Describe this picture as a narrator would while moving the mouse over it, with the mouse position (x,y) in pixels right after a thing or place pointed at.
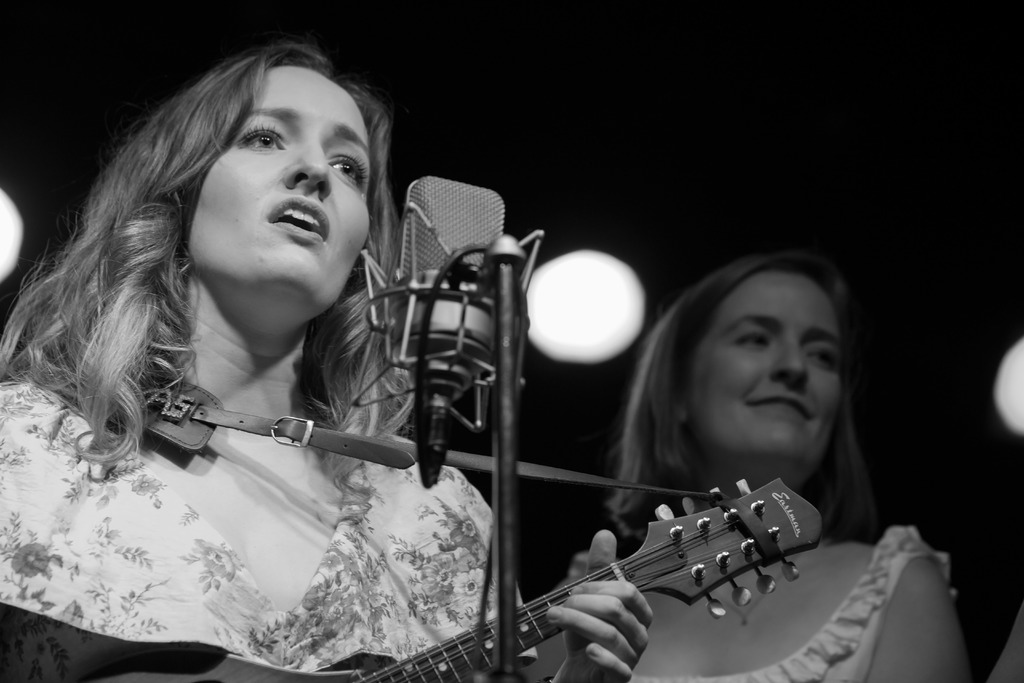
In the picture we can find two women (80,331), one woman (6,514) is holding a mandolin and singing the song in the microphone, besides to her one more woman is smiling, background we can find lights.
